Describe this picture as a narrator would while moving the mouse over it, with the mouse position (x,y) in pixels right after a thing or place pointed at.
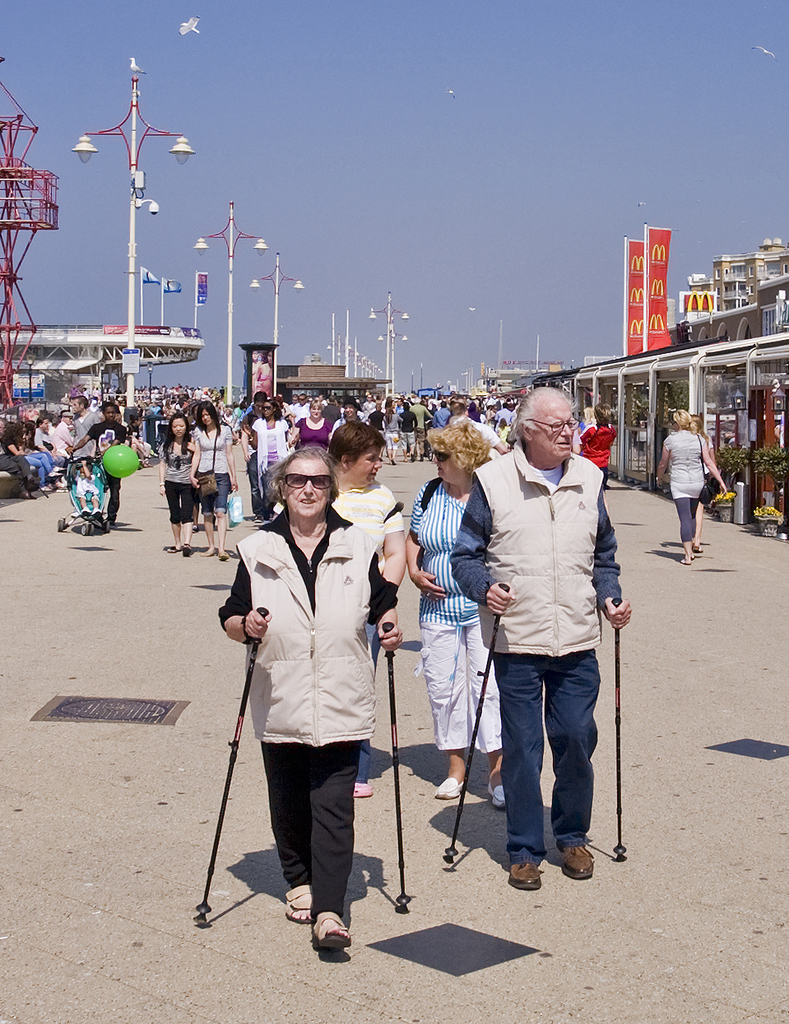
In this image I can see number of people (332,519) are walking and I can see few of them are carrying bags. In the front (567,693) I can see two persons (573,635) are holding sticks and I can see both of them are wearing jackets (317,710). On the left side of the image (75,459) I can see a stroller (75,471) and a green colour ball like thing (132,450). I can also see few people (17,436) are sitting on the left side (4,444). In the background (360,291) I can see number of poles (134,145), number of street lights (181,147), number of buildings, few flags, number of boards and the sky (397,302). On the right side of the image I can see number of plants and on these boards (660,231) I can see something is written.
